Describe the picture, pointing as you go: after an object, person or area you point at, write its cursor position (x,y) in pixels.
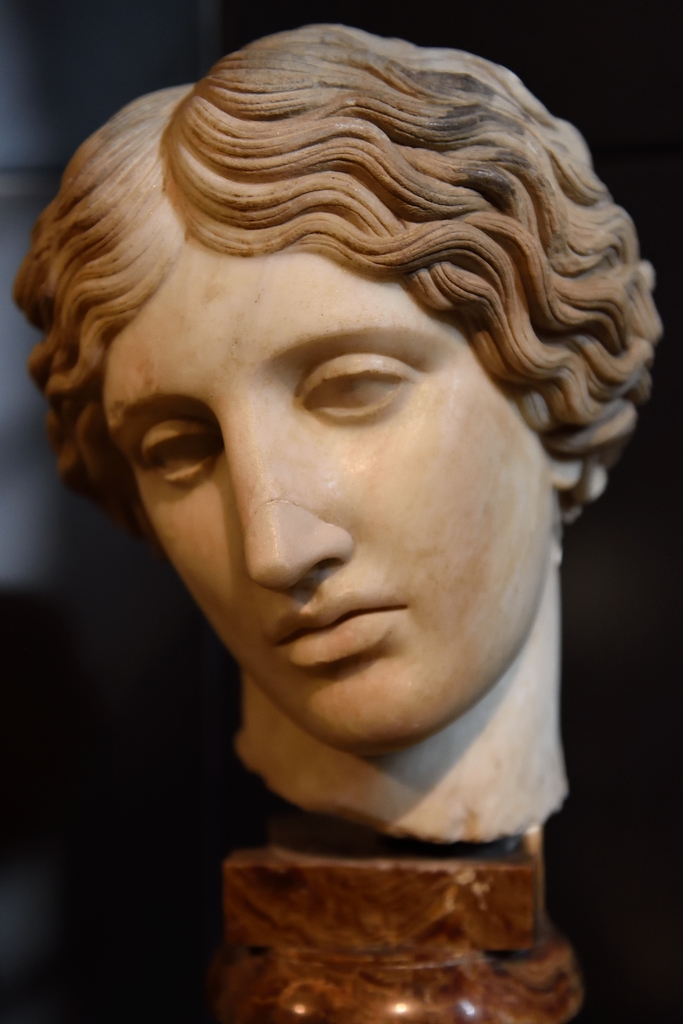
In the center of the image (422,593) there is a statue (263,619).
